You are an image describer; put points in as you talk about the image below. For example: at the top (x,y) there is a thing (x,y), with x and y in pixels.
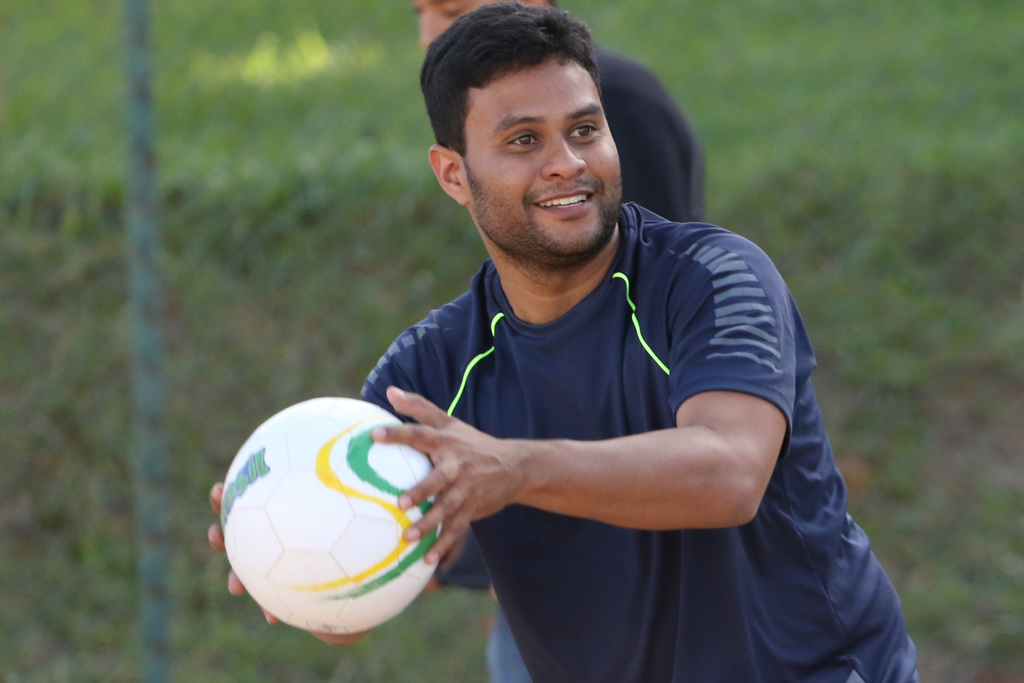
This is a picture of man (811,465) standing and smiling by holding a ball (385,478) in his hand (442,437) and behind him there is another person (423,34) standing and at the background (295,77) there is a grass (246,236) and a iron grill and a pole (144,26).
